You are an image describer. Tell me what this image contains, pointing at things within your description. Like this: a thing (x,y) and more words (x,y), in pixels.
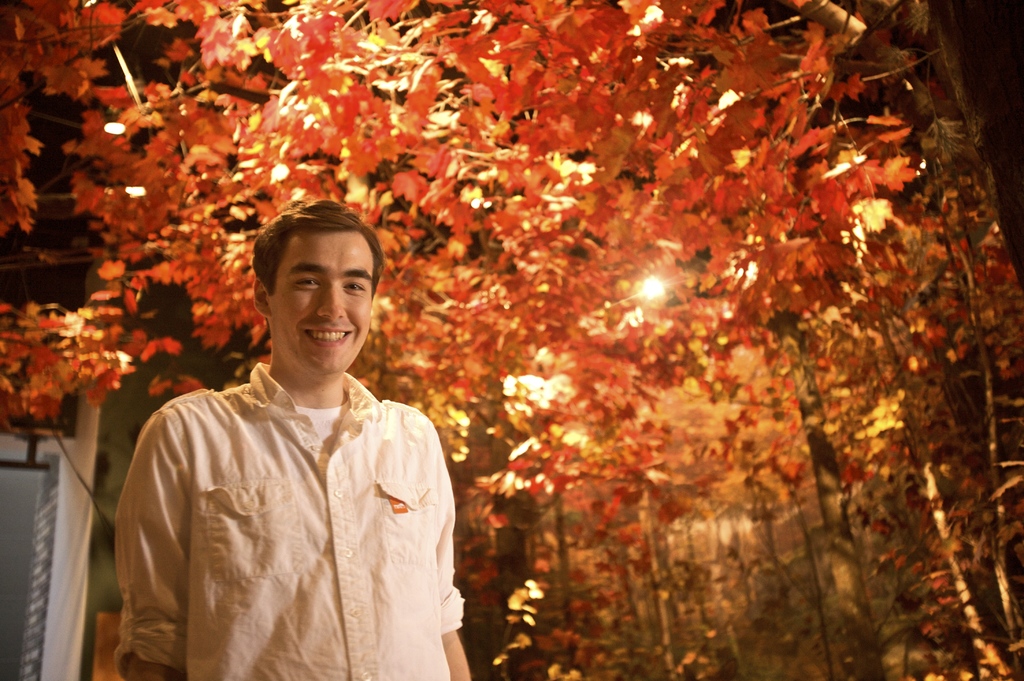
In the image on the left (266,610), we can see one person (261,515) standing and he is smiling. In the background (382,314), we can see trees (416,288), one pole (68,672) and light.
